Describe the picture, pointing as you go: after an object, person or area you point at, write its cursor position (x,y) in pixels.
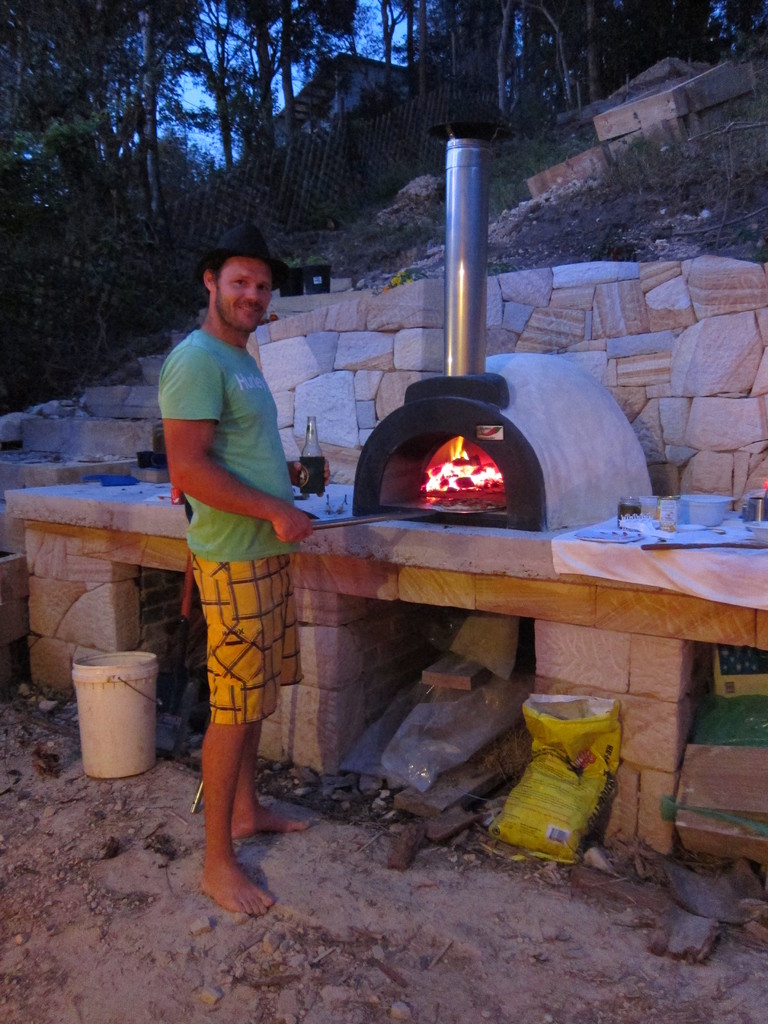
In this image there is one person (258,582) standing and he is holding bottle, and there is one bucket (118,675), bags (600,740) and wall (578,681). On the wall (10,511) there is some object (509,458), and under the object (495,460) there is some fire (450,485) and coal (458,483). And on the wall (53,515) there are some objects (712,511), and in the background (622,201) there is grass (529,150), plants (172,280), net (422,103), house (333,89), trees (0,235) and some scrap (673,87). At the bottom of the image (162,866) there is some scrap (702,908).
